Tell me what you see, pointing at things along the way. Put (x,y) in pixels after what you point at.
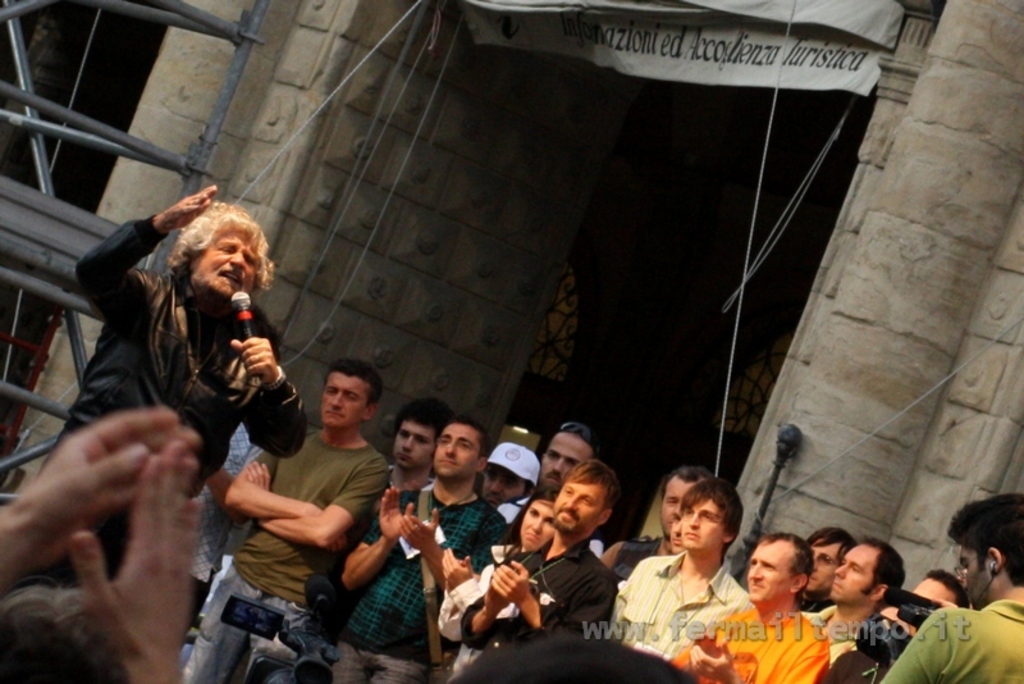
In this image I can see the group of people (585,585) with different color dresses (475,524). I can see one person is wearing the cap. I can one person (199,440) is holding the mic (241,306) and an another person (928,671) holding the camera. In the background (427,331) I can see the banner (708,60) to the building (428,92). To the left (39,126) I can see the metal rod (22,68).
